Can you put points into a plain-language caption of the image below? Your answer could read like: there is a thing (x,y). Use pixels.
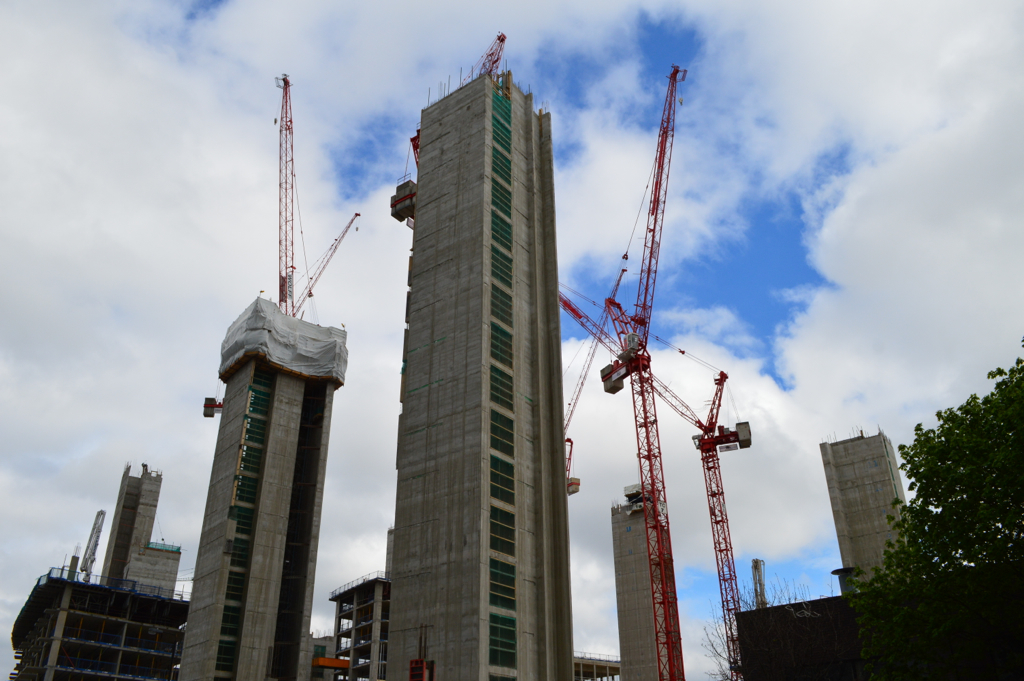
In this image I can see a tree (947,581), few buildings (397,659) which are ash in color and few cranes (666,568) which are red in color. In the background (723,320) I can see the sky (688,169).
